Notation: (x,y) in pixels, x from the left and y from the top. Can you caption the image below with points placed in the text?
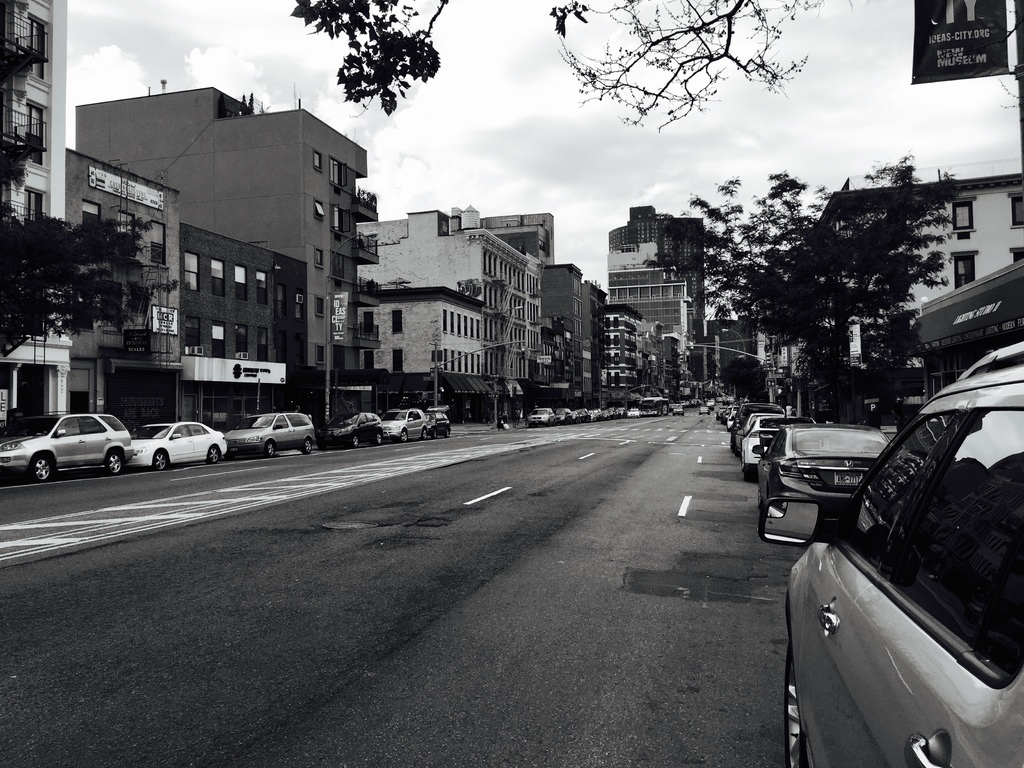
In the image we can see there are cars (963,536) parked on the road (219,586) and behind there are trees (118,233) and buildings (530,282). There is cloudy sky (582,208) and the image is in black and white colour.
